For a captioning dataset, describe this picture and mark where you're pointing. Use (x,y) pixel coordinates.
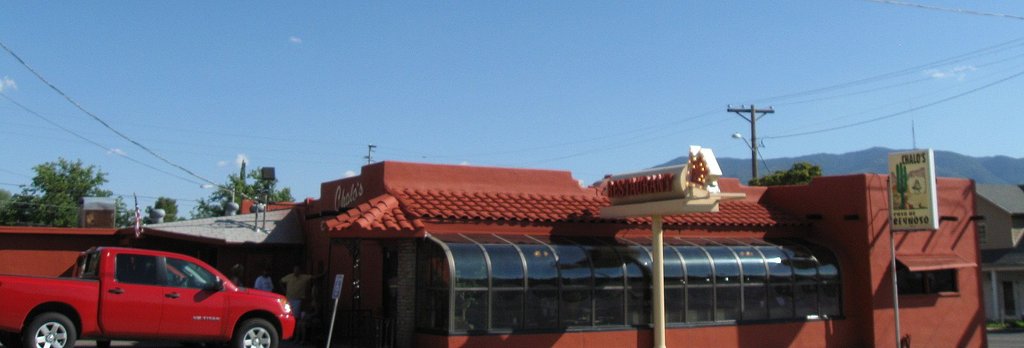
In this image there are buildings (549,204). On the left (157,292) there is a car (182,293) and we can see people (259,282) there are poles (332,316), wires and trees (55,183). At the top (437,48) there is sky (437,48) and there are hills (959,157). We can see a board (928,226).
